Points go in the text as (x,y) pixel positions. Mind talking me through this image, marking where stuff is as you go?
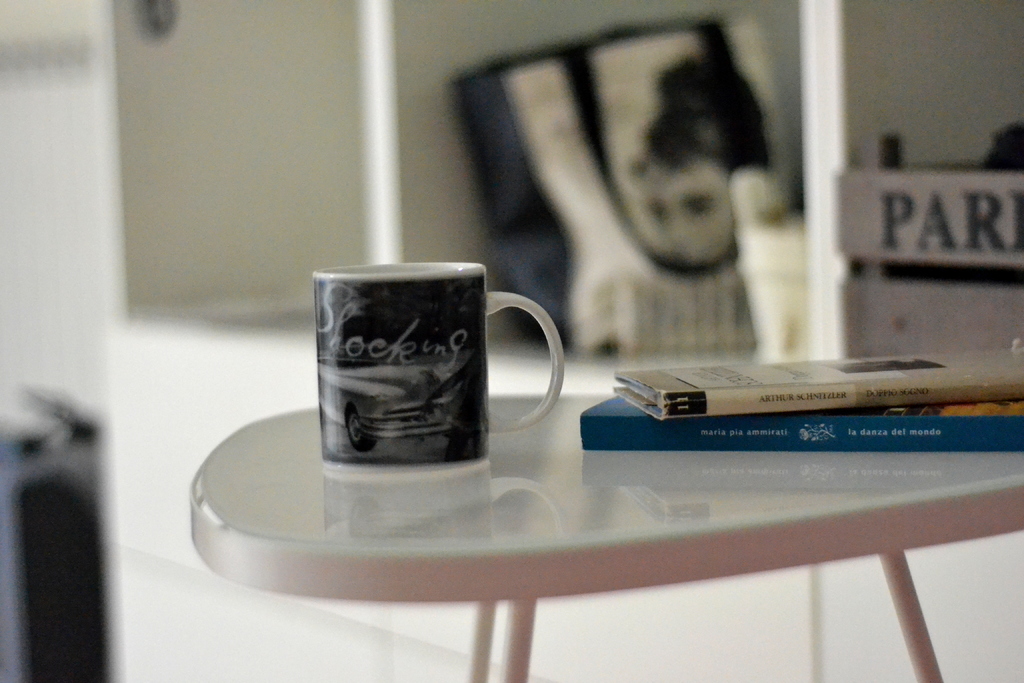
As we can see in the image there is a table (499,557). On table (480,496) there is a cup (421,398) and books (804,438).
